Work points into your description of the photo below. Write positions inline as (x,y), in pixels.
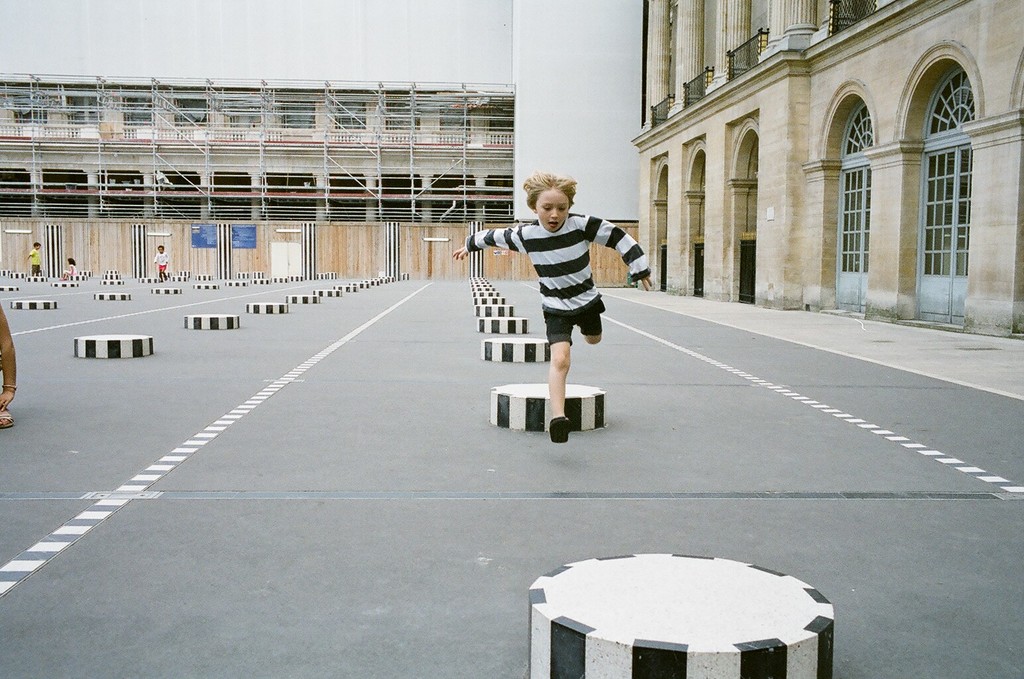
There is a play area (206,326) there are total four kids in the image, the first kid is running on the ground (542,379) there are small steps (606,563) made up of cement (570,576) and they are colored in black and white, around the ground (845,363) there is a building (784,166) it looks like a school (735,152).
